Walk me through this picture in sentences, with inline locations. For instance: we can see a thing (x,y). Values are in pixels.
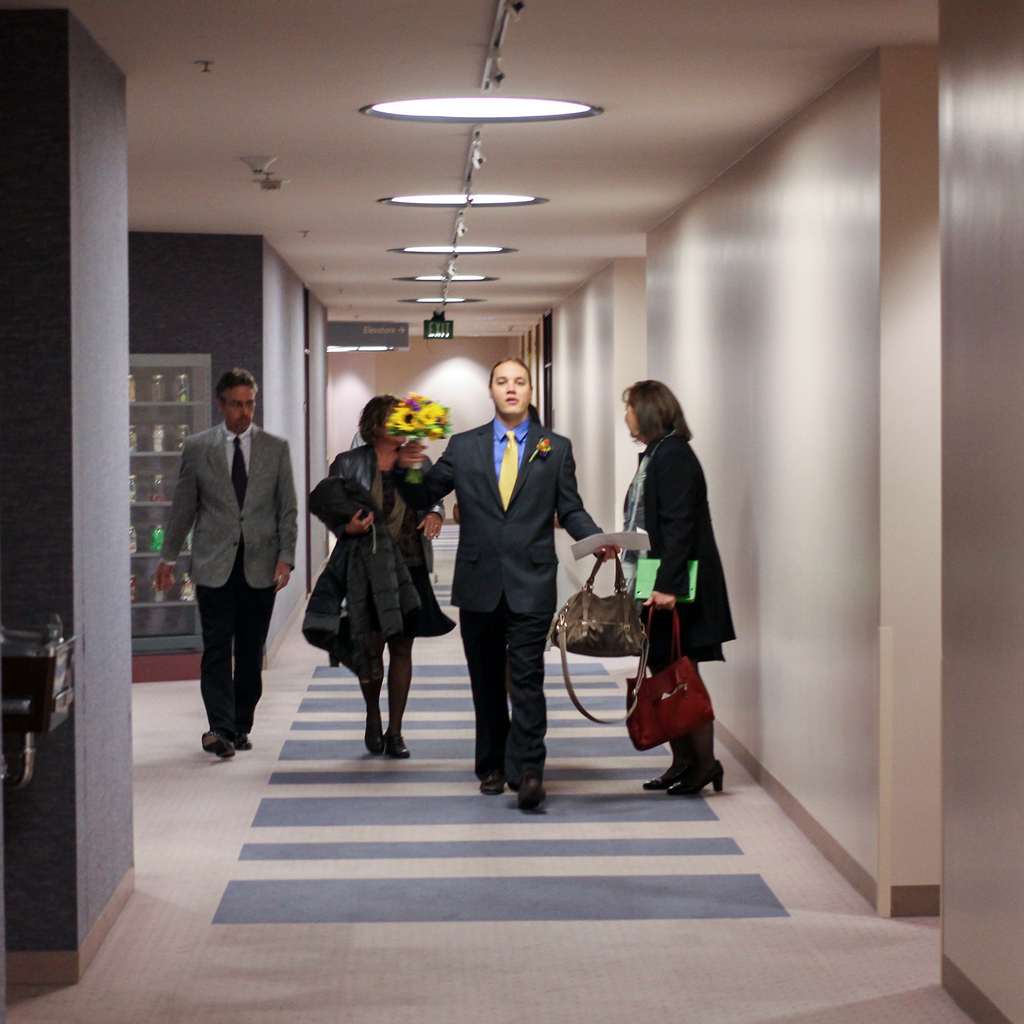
In the picture I can see people (440,483) are walking, few are holding bags (576,706), side there is a shelf (183,573) filled with objects (162,493) and some light (491,194) to the roof (444,231).
